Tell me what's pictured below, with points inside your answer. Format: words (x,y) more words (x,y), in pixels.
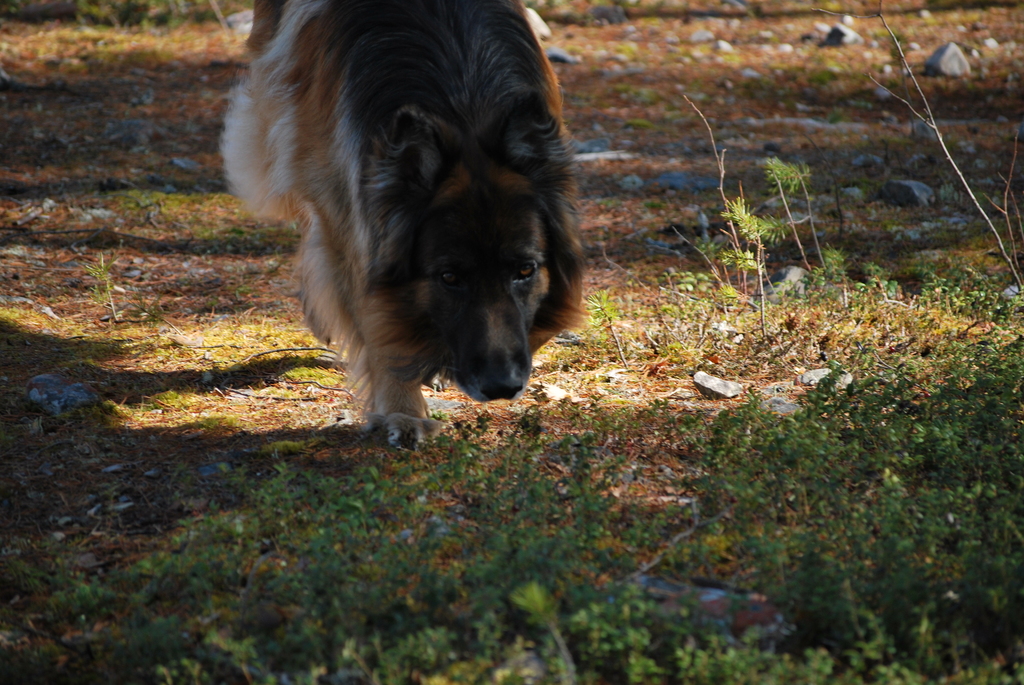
In this image there is a dog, there are plants (626,599) towards the bottom of the image (603,583), there are stones (835,36) on the ground (631,219).
